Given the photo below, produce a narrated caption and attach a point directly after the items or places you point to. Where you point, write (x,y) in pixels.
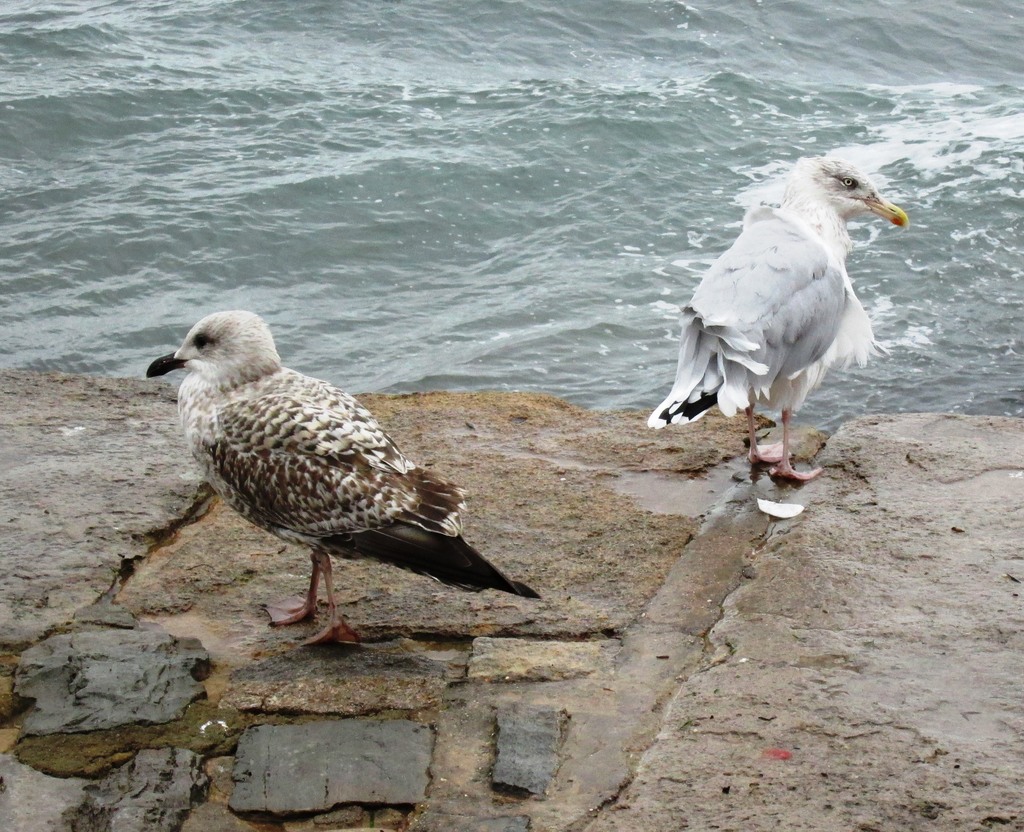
In this picture I can see couple of birds (692,345) on the ground (38,450) and I can see water (422,239).
